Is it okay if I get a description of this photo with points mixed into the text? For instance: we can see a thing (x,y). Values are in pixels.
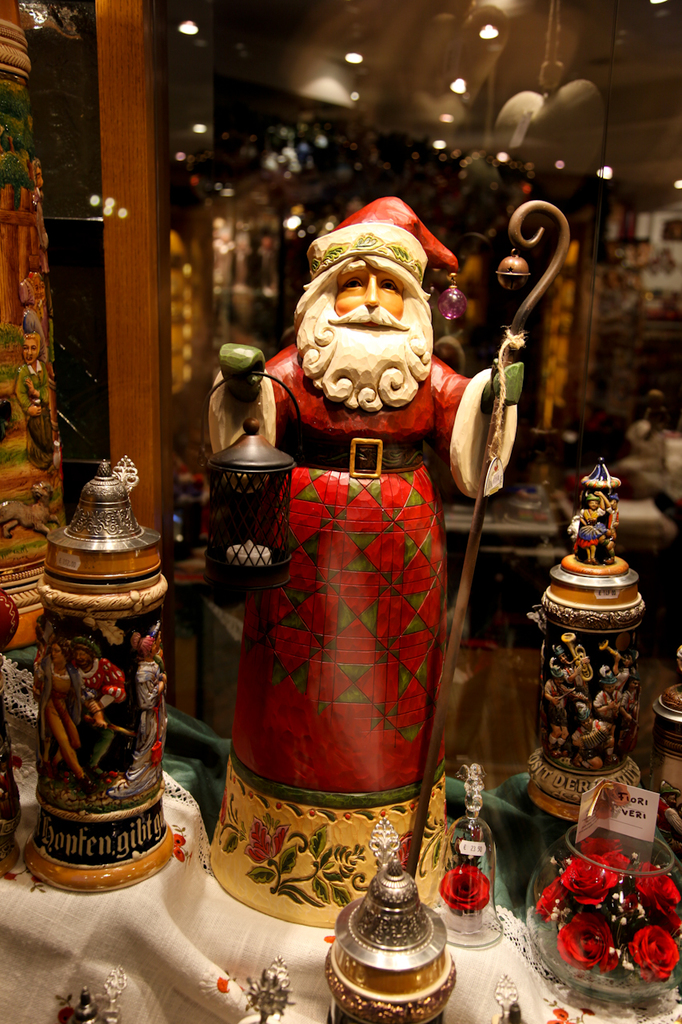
In this picture in the middle (453,575), we can see a toy (434,642) which is holding something (276,483) in both hands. On the right side (539,944) and left side (101,684), we can see some jars (101,510). In the background (215,147), we can also see glass door (587,53). On the top (500,27), we can see a roof (438,6) with few lights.
